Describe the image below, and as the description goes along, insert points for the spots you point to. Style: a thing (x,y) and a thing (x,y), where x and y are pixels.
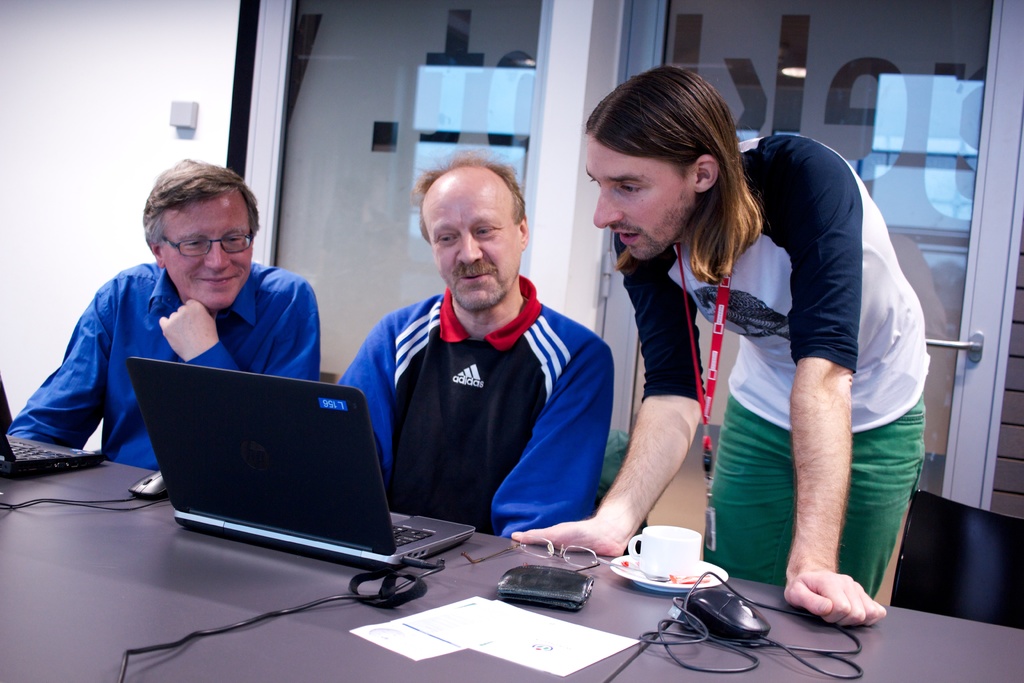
In this image, we can see people (283,296) sitting and one of them is wearing glasses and on the right (750,372), there is an other person (764,381) wearing an id card (707,477) and in the background (429,115), there are doors (383,78) and there is a wall (199,103). At the bottom (307,460), we can see laptops (197,498), mouses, glasses (539,553), papers (568,635) and a wallet (536,579) and a cup (666,561) with saucer (707,582) and some cables (662,629) are on the table (271,623).
